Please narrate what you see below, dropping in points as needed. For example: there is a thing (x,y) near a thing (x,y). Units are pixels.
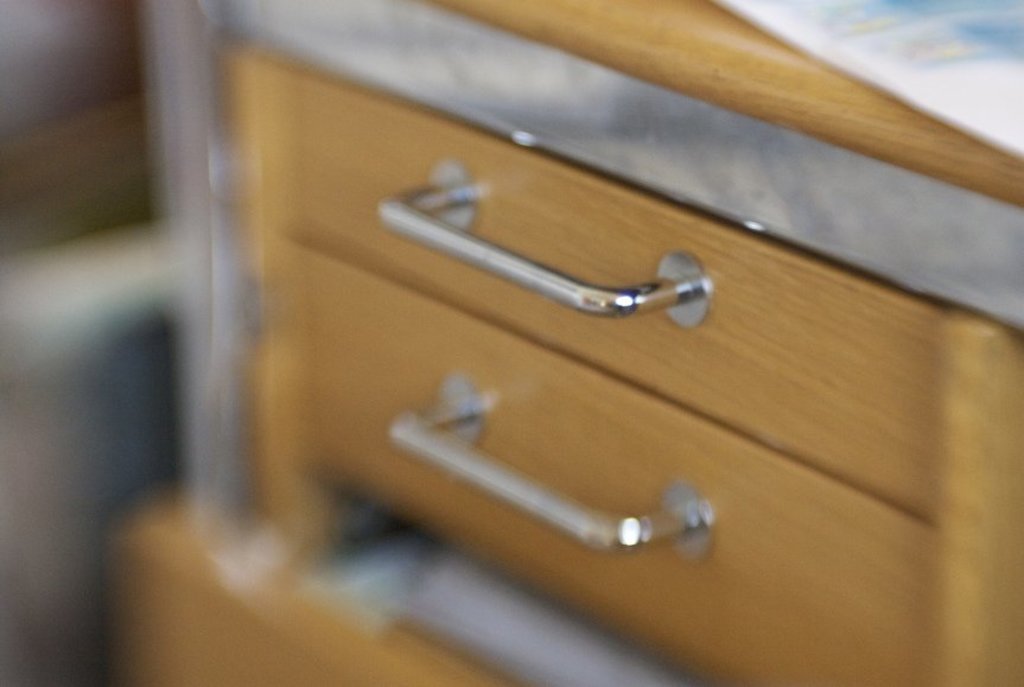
In the center of the image (413,323) we can see cupboards (495,423), handles (535,486), paper (881,75). In the background (28,604) the image is blur.
